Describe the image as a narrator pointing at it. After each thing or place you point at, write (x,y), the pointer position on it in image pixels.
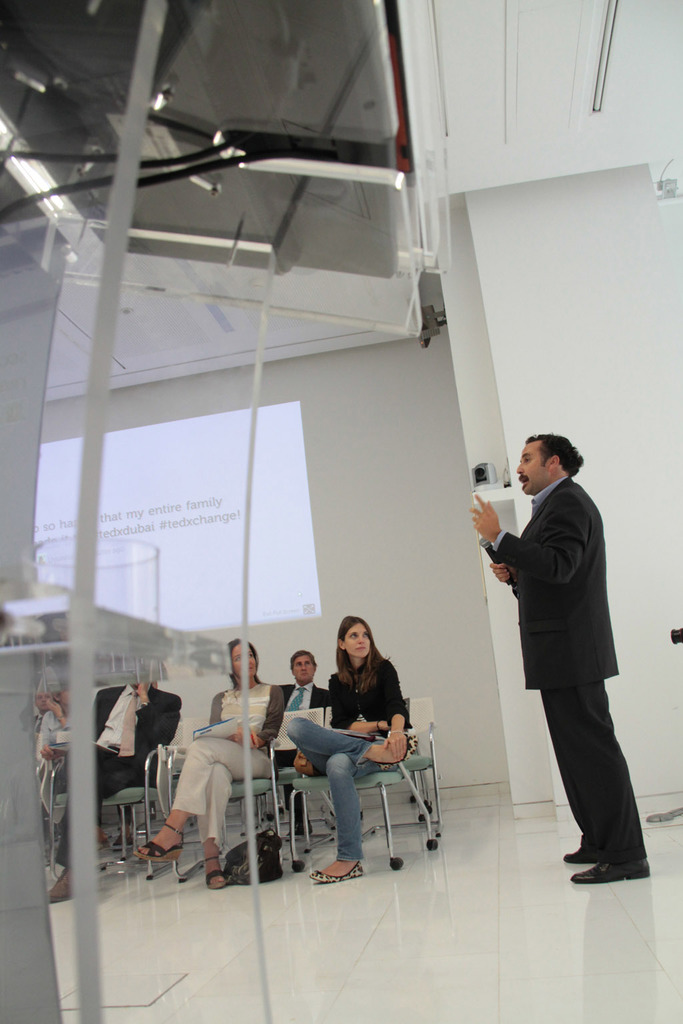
In this picture we can see a group of people (222,743) sitting on chairs (194,747) and a man (540,636) is standing on the floor (540,864) and explaining something. He is holding a microphone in hand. On the left side of the image (4,589), there is an object (100,406) and cables (24,208). Behind the people (160,693) there is a projection (160,506) on the wall (378,531).
